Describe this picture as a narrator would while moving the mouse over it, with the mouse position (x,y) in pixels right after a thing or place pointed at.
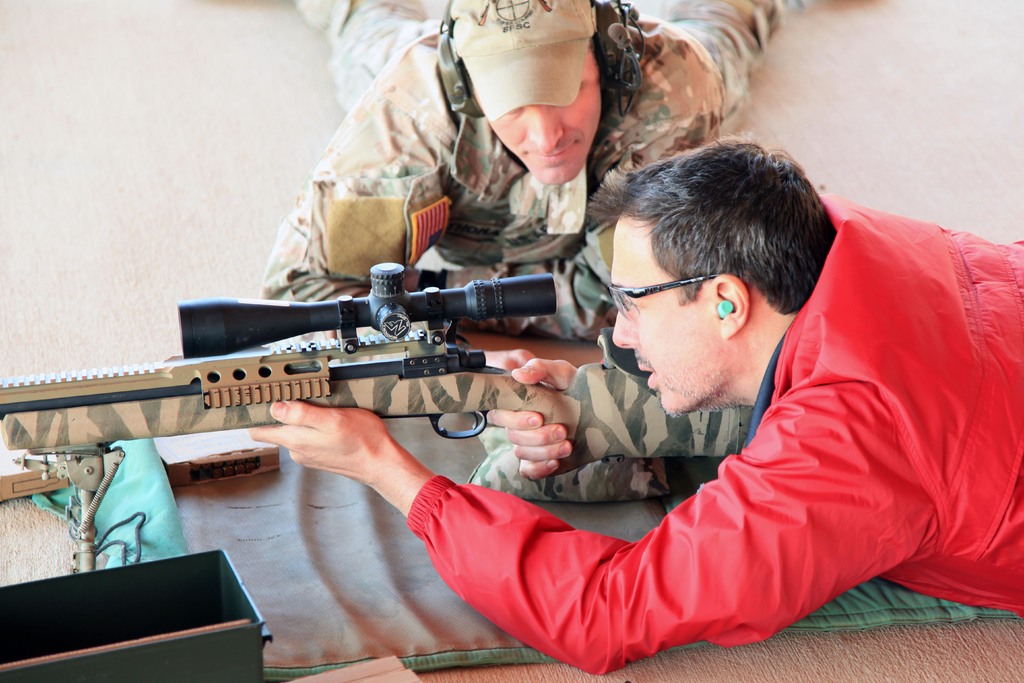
In the picture I can see a person (849,447) wearing red jacket (773,499) is lying on the ground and holding a gun (412,365) in his hands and there is a soldier (453,118) lying on the ground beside him and there are few other objects (147,642) in the left corner (147,642).
